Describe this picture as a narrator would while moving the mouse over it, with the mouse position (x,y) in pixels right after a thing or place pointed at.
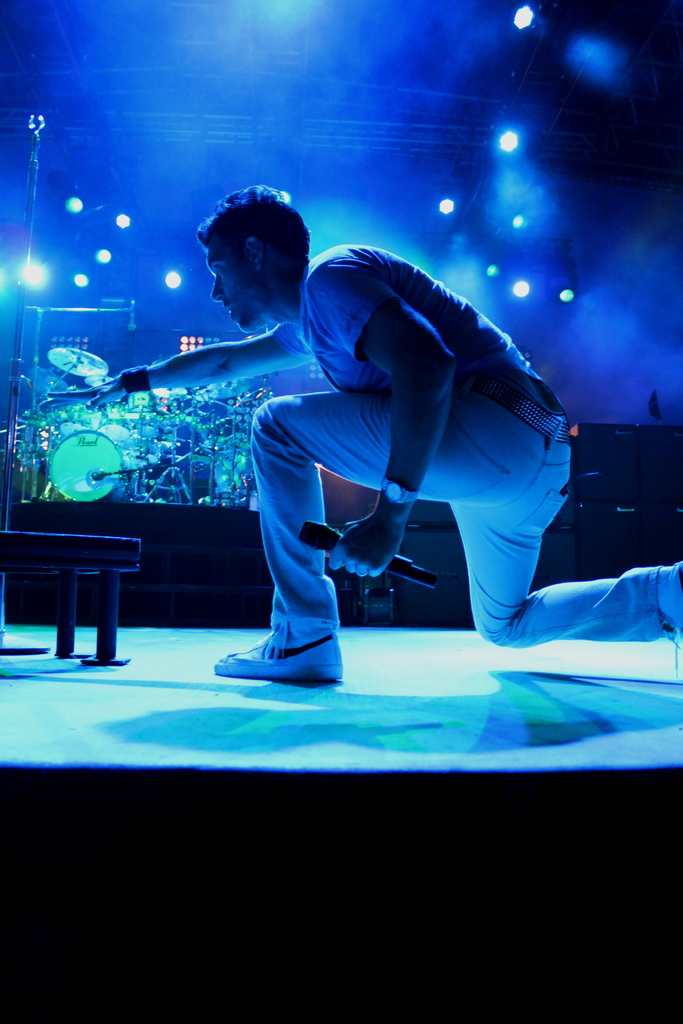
In this picture we can see a man (333,425), he is holding a microphone (339,538), in the background (53,420) we can see few musical instruments (62,479) and lights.
